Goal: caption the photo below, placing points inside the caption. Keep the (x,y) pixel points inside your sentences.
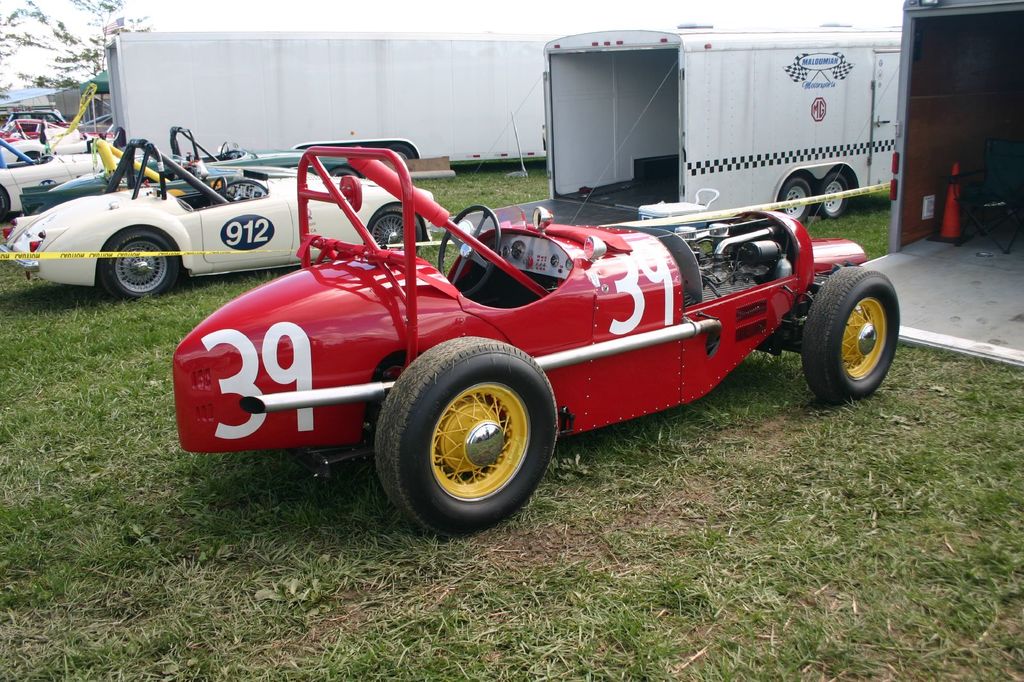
In this picture I can see vehicles (573,339) on the grass (521,555). There is a chair (985,208), cone bar barricade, canopy tent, and in the background (441,6) there are trees (81,78) and the sky (451,18).
